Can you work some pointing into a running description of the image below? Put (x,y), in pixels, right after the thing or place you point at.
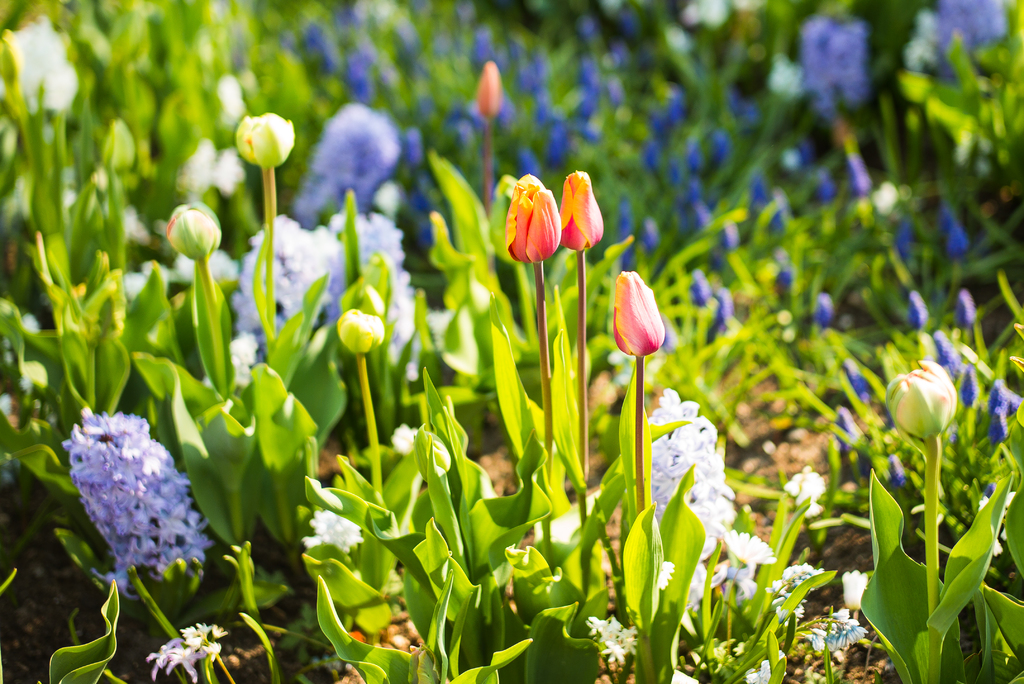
In this picture we can see a few colorful flowers (76,472) throughout the image. Background (187,21) is blurry.
